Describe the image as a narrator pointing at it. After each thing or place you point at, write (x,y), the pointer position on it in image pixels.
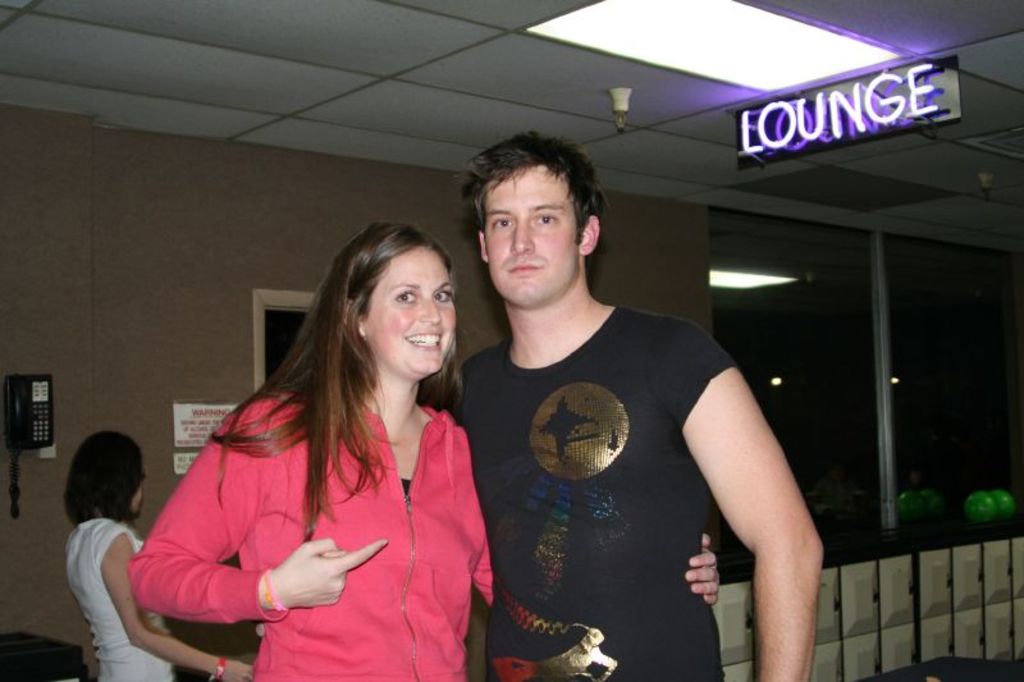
In this image, there are a few people (650,582). We can see the wall (47,356) with a telephone (46,444). We can see some posters (186,407). We can see the roof (728,129) with some lights (715,67) and a board (765,116) with some text (770,107). We can also see a pole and some green colored balls (1003,505). We can see an object (900,603) on the bottom right (940,603). We can also see an object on the left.
